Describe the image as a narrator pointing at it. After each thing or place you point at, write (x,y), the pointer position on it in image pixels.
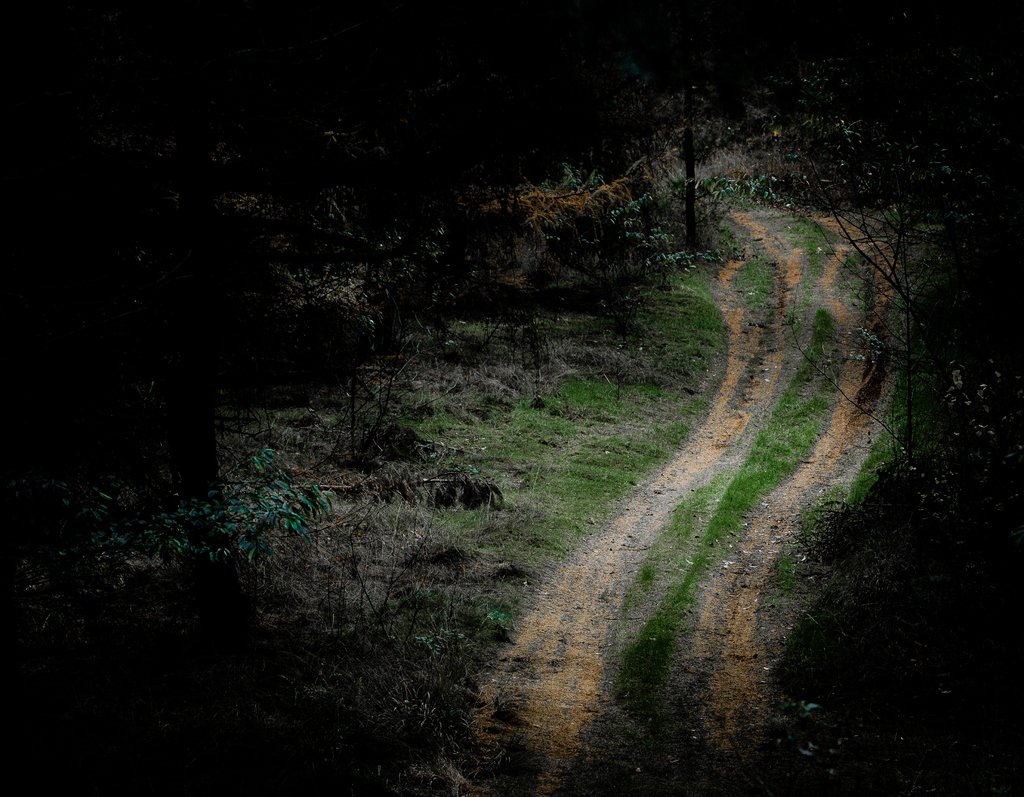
In the center of the image (668,478) we can see a walk way (635,603). On the right side of the image (809,78) we can see trees (946,48) and plants (934,649). On the left side of the image (14,558) there are trees (452,307) and plants (434,272).
